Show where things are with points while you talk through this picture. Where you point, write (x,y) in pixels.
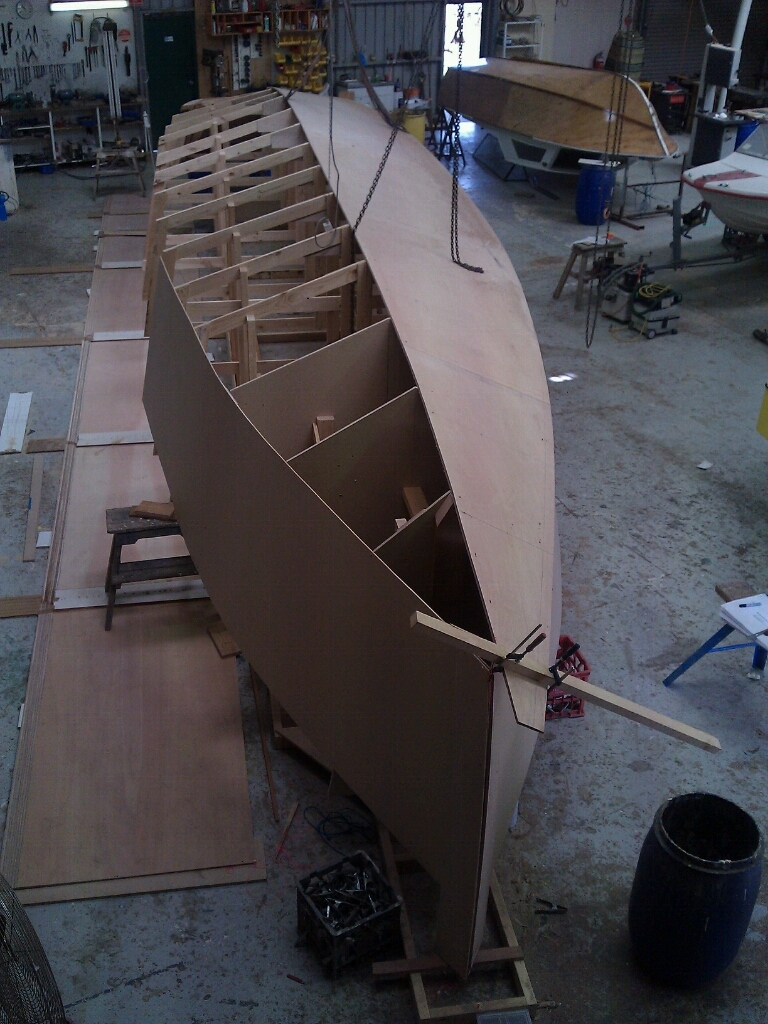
In this image we can see the building model (211,538) of a boat (187,524) on the floor (630,871), bins (658,871), chains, table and walls (359,39).
